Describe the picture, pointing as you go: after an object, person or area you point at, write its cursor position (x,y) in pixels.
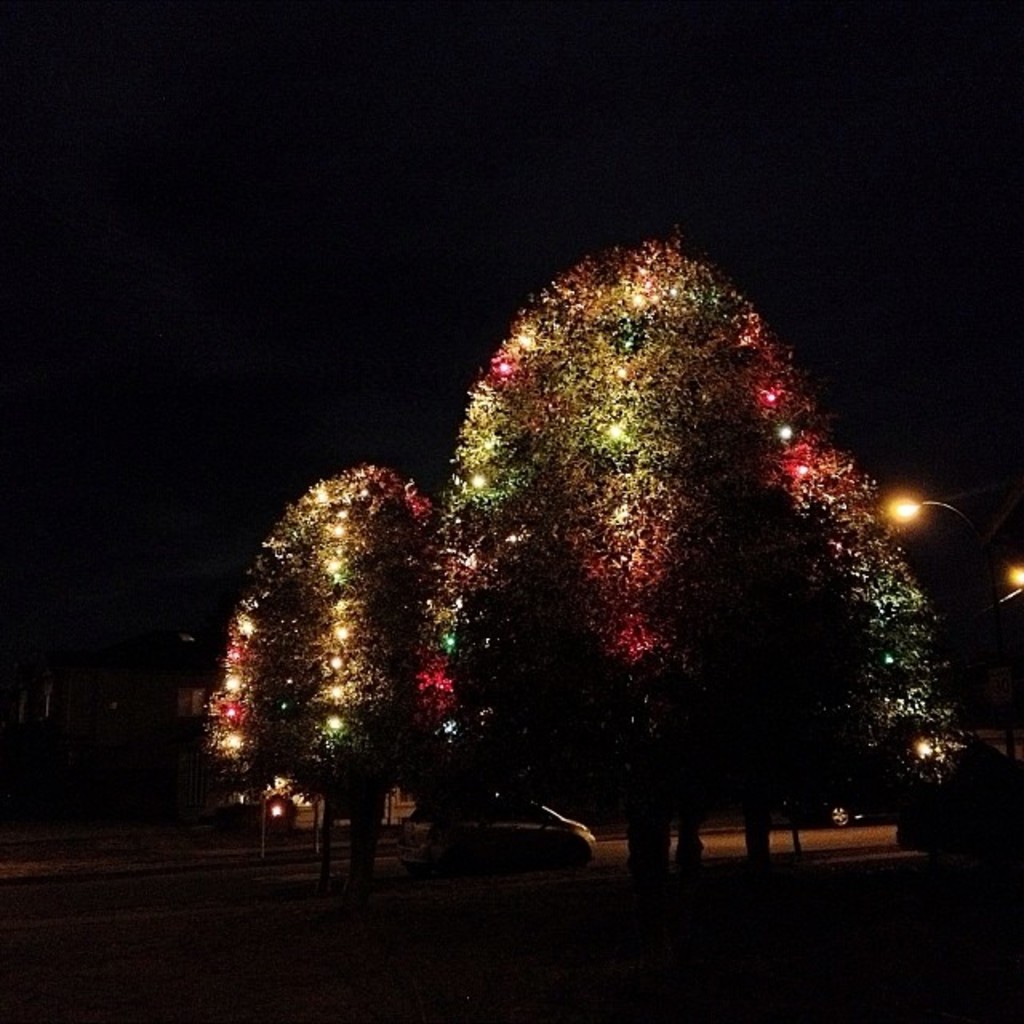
In this picture, we see trees (424,523) which are decorated with lights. At the bottom of the picture (414,841), we see the car (466,863) moving on the road (616,850). On the right side (894,501), we see street lights (1018,570). In the background (335,305), it is black in color. This picture is clicked in the dark.
